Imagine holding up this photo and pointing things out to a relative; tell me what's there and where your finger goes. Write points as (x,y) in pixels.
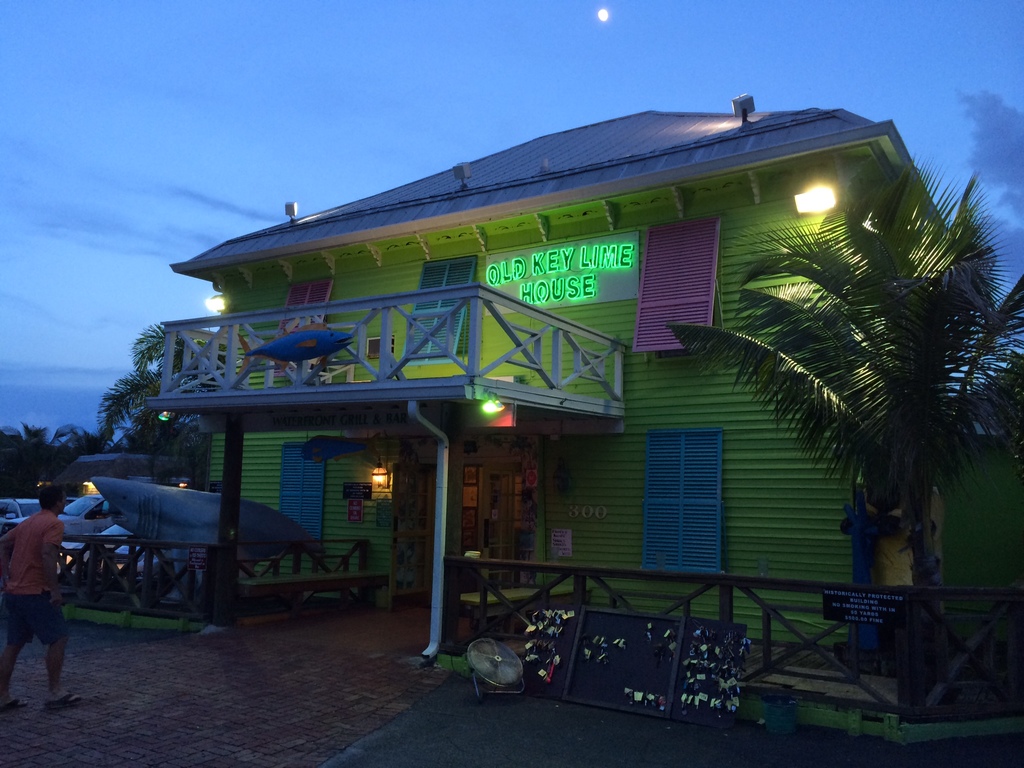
In this image, we can see a house (572,514) with windows (647,437), railings (475,361), pillars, walls (578,523) and lights (595,270). Here we can see some sticker (556,543) and name boards (359,515). At the bottom (338,650), there is a walkway (250,685), some objects (710,688). Here we can see few trees (167,464), vehicles (10,503). Left side of the image (39,614), a person (37,595) is walking. Background (397,104) there is a sky (394,81) and moon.
